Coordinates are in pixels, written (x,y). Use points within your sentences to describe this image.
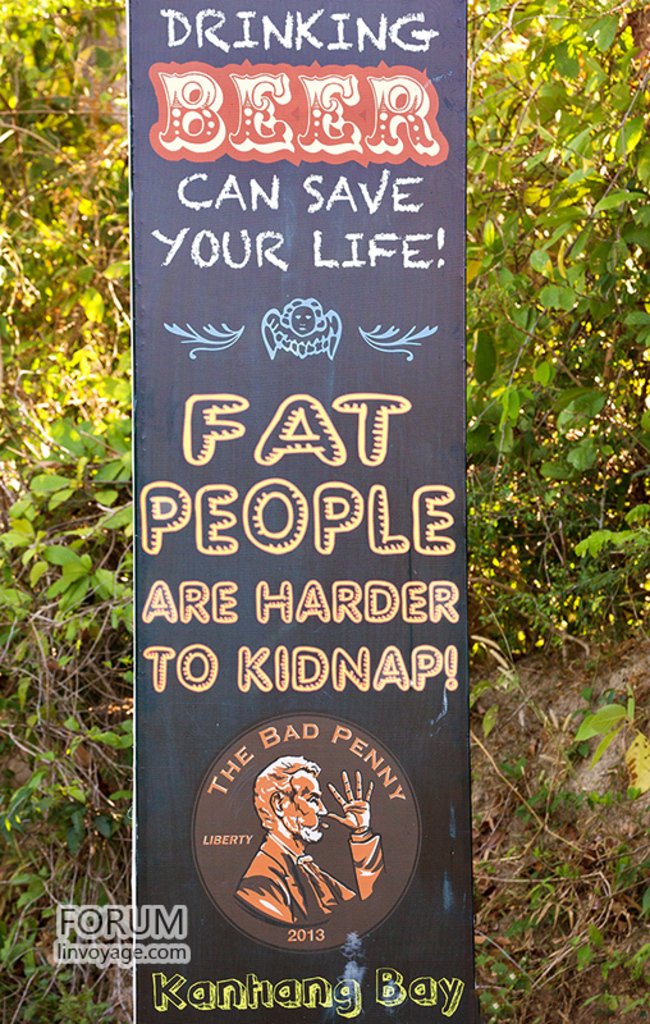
In the image there is an advertisement board (201,336) about a cafe and behind that board (190,343) there are few trees (509,265).
